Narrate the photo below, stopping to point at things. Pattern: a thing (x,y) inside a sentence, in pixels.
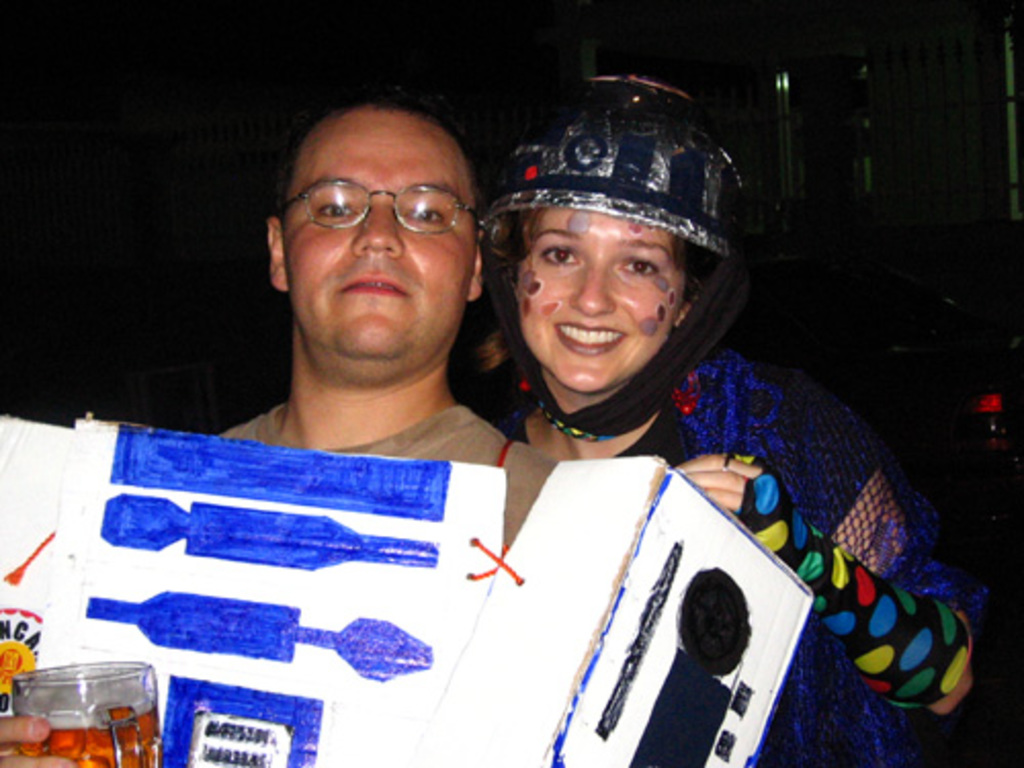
In this image we can see two persons (821,569) standing. One woman (626,370) is wearing a helmet (673,206) on her head (590,344). One person (421,236) is wearing spectacles (431,219) and a cardboard costume (334,660) and holding glass (55,709) in his hand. In the background (857,87) we can see a vehicle (893,281) and building (874,91).
